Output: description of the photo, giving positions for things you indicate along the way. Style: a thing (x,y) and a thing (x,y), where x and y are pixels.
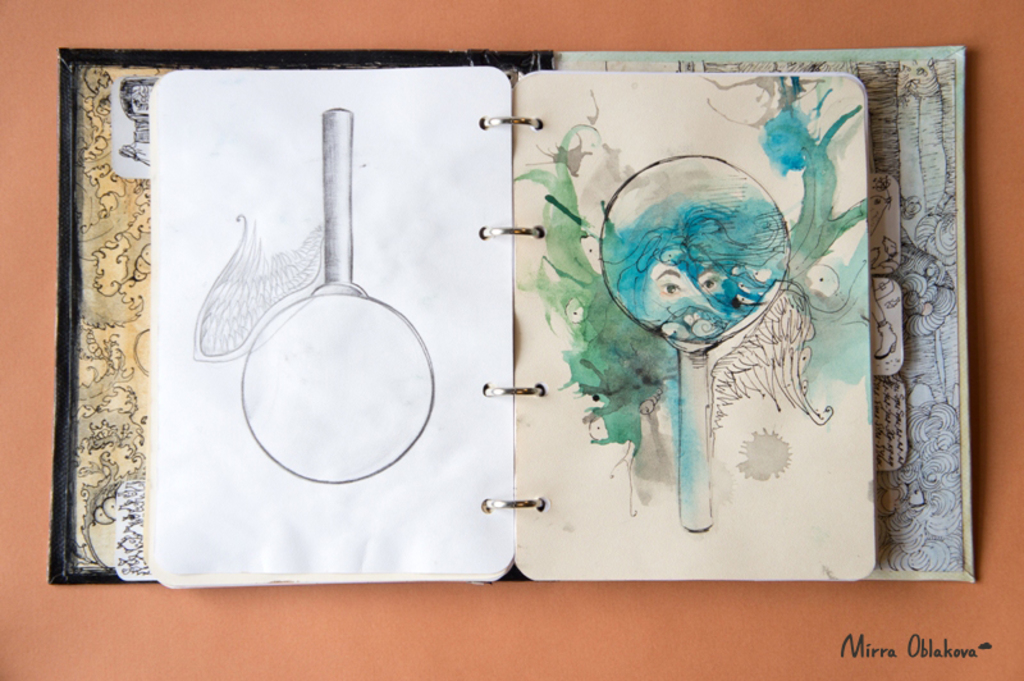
In this image we can see a book (443,284). In the book (445,304) there are the pictures (653,374) of cartoons (416,422).
